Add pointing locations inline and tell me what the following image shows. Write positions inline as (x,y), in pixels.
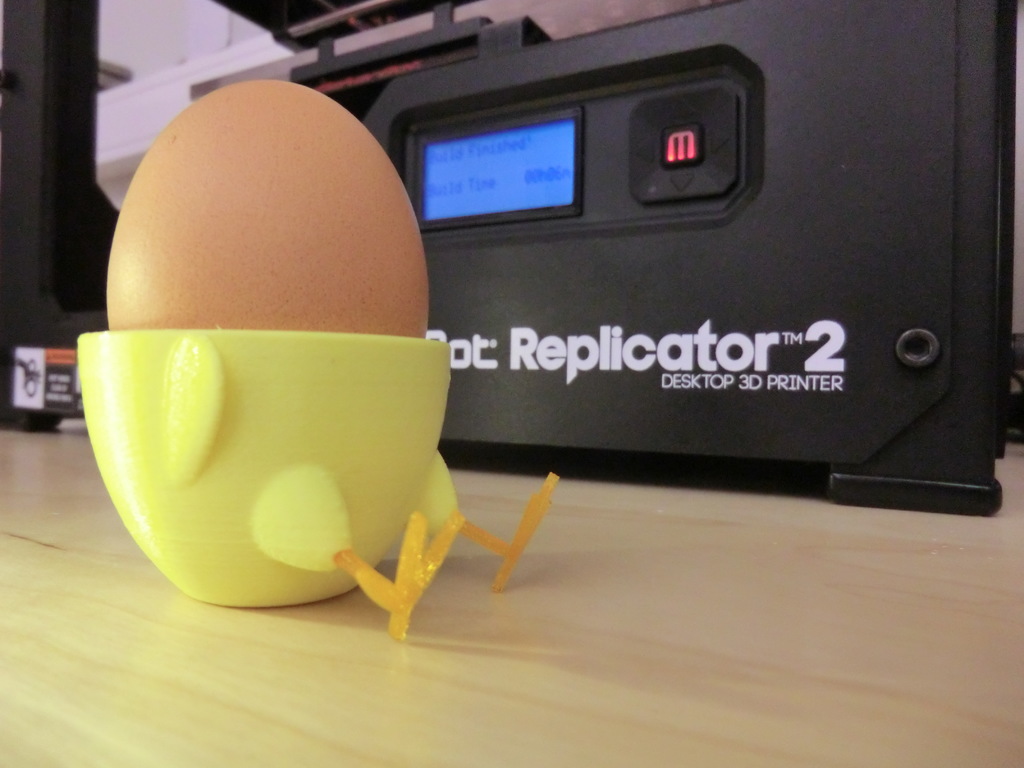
In this picture there is a toy (191,376) placed on the table (376,679). In the background (609,353) there is a printer (609,353) placed.
